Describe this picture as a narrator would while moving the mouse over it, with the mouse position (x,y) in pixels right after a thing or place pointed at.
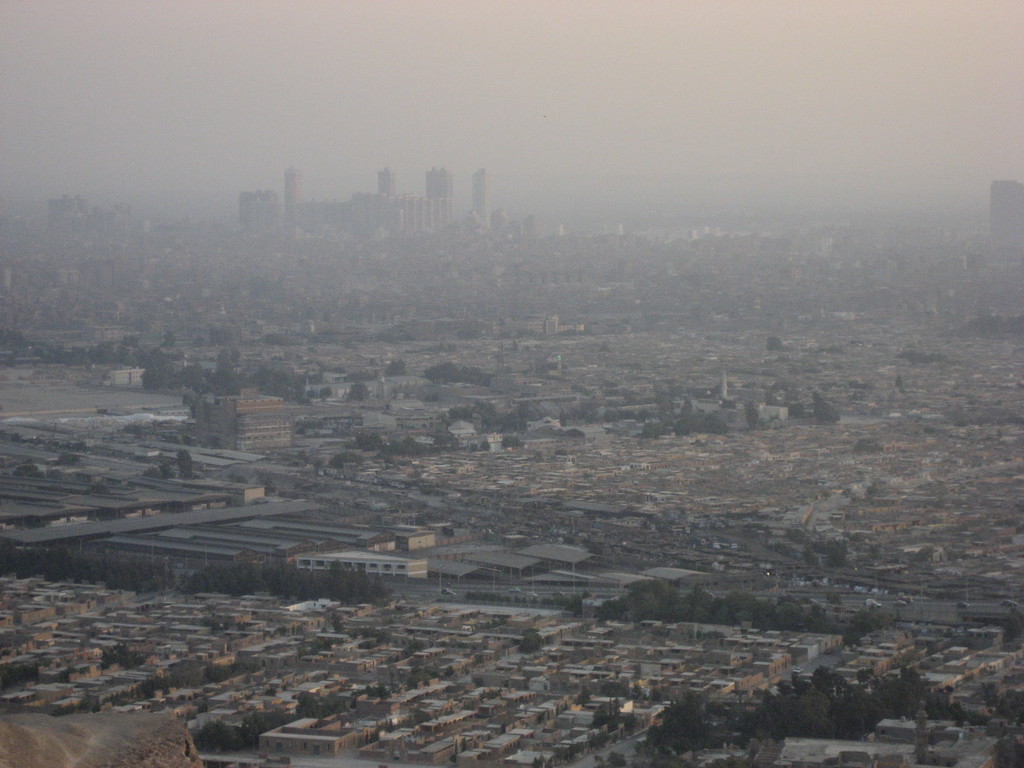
This is an aerial view of an image where I can see buildings (151,613), trees (94,562), fog (136,227) and the plain sky (529,170) in the background (356,170).
